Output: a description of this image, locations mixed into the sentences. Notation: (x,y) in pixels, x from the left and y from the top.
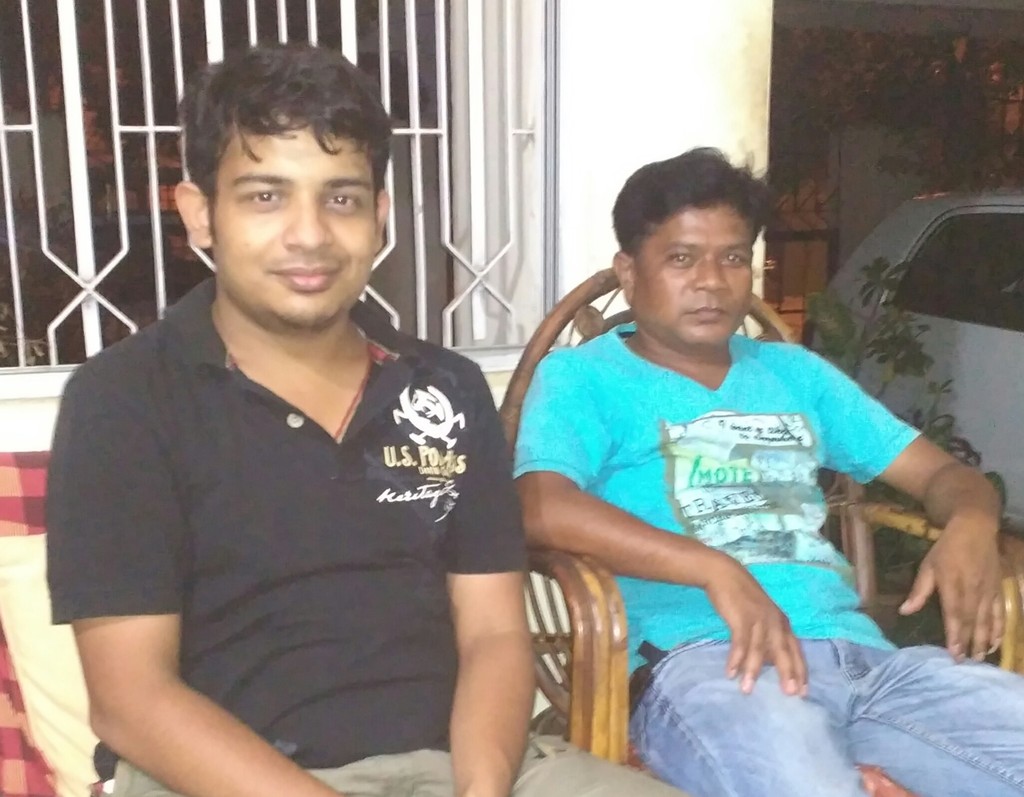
In this image I can see two people (401,452) sitting on the chairs (545,675). These people (457,628) are wearing the different color dresses (463,522). To the right (924,338) I can see the white color car (940,335). In the back (411,20) I can see the window (480,38) and the bushes (821,122).
